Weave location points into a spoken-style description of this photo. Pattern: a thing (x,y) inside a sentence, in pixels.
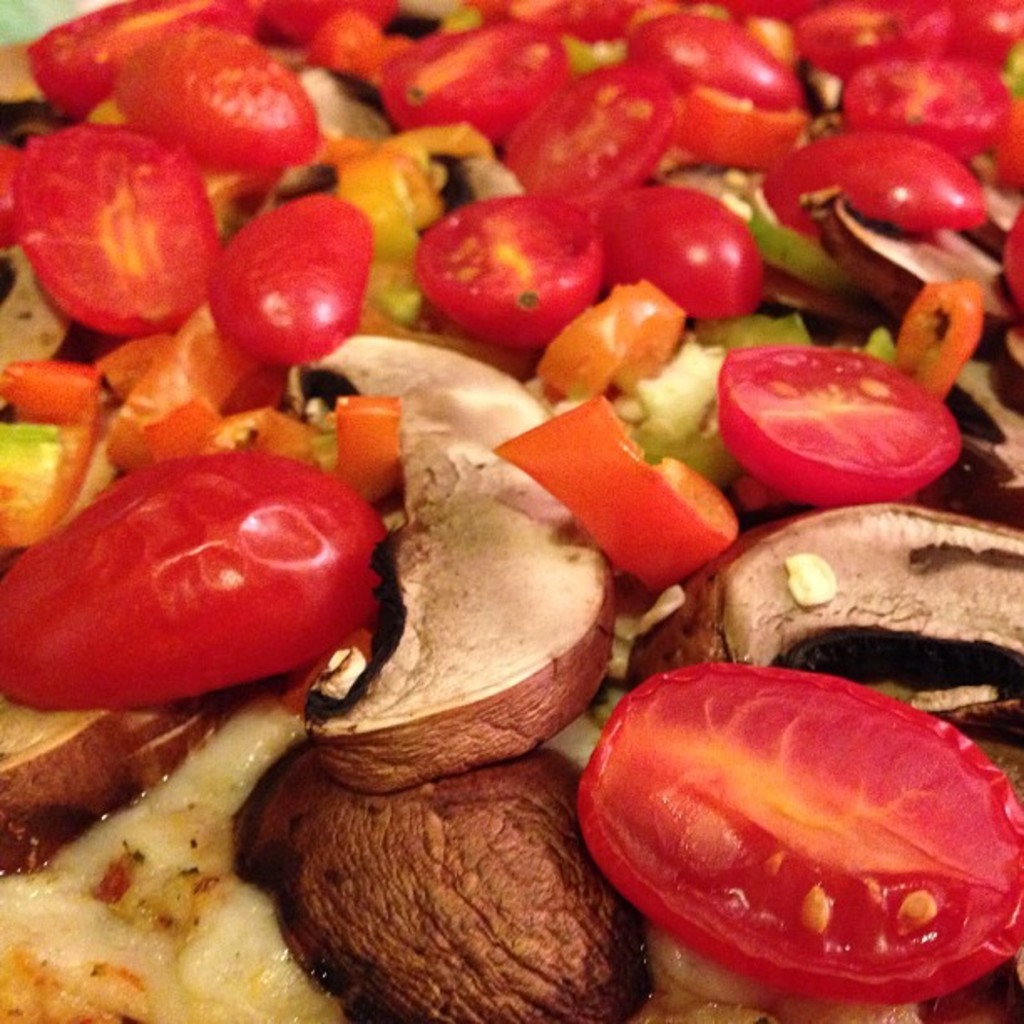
In this image we can see some food (598,591) containing tomato slices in it.
